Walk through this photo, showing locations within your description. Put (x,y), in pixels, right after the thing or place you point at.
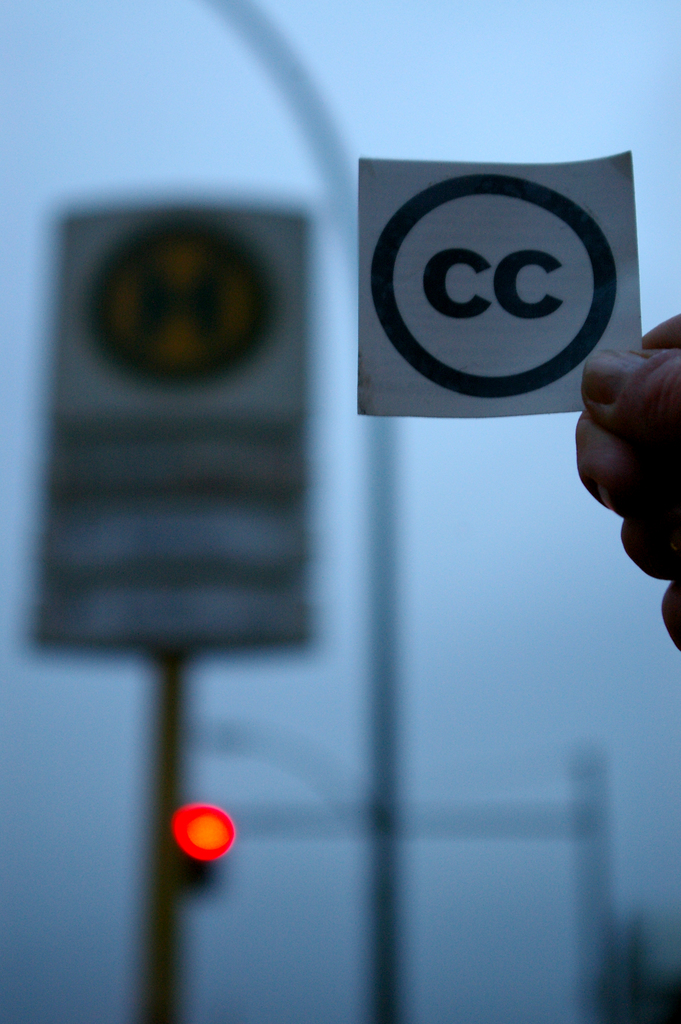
In this image we can see one person's hand (639,560) holding a white card (518,280) with text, one board (221,390) with pole (165,836), one red light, two poles (584,813), one object (658,1023) on the bottom right side of the image (639,958) in the background (594,813), it looks like the sky (220,669) in the background (232,813) and the background is blurred.
